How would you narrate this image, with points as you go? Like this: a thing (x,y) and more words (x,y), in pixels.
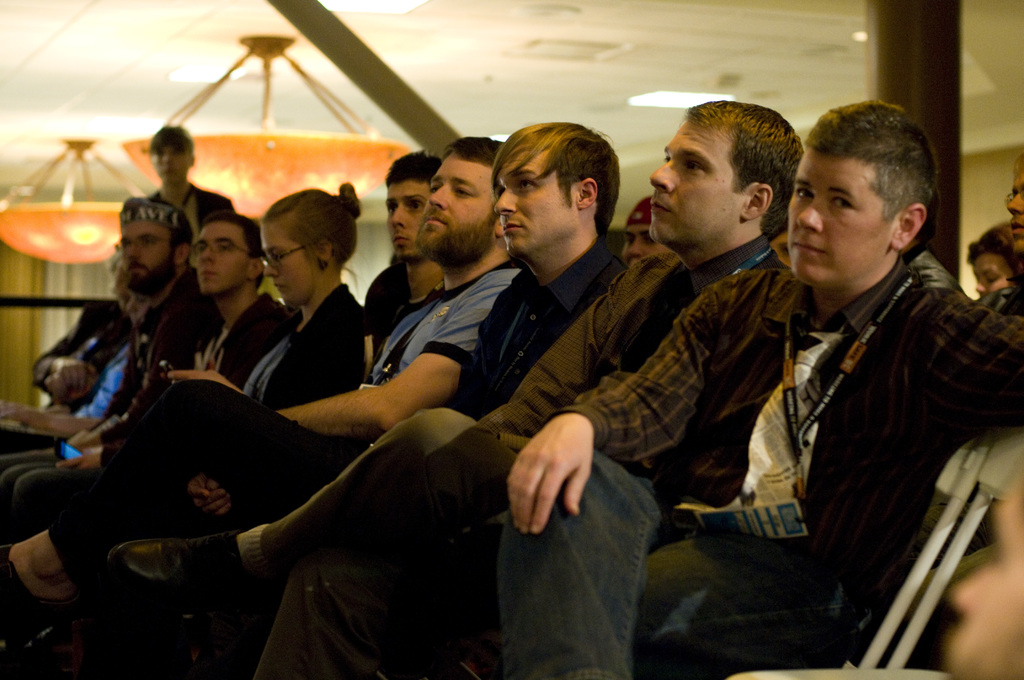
In the image there are few people (444,399) sitting in a row and behind them there is a person (175,174) standing. In the background (47,248) there are some objects (238,62) attached to the roof (306,87).
